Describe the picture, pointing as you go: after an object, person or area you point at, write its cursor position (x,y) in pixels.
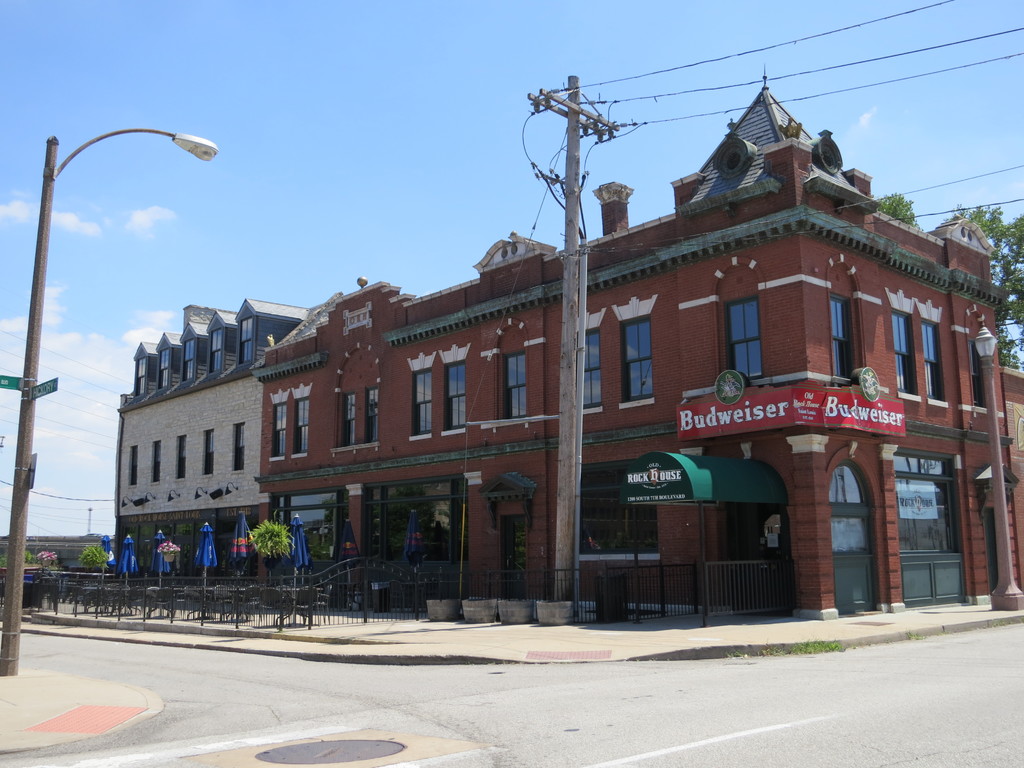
In this image, we can see buildings (355,299), trees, umbrellas (159,530), boards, poles (127,132) along with wires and there are railings (291,589). At the top (292,98), there are clouds (54,324) in the sky (124,217) and at the bottom (477,710), there is a road (354,681).
